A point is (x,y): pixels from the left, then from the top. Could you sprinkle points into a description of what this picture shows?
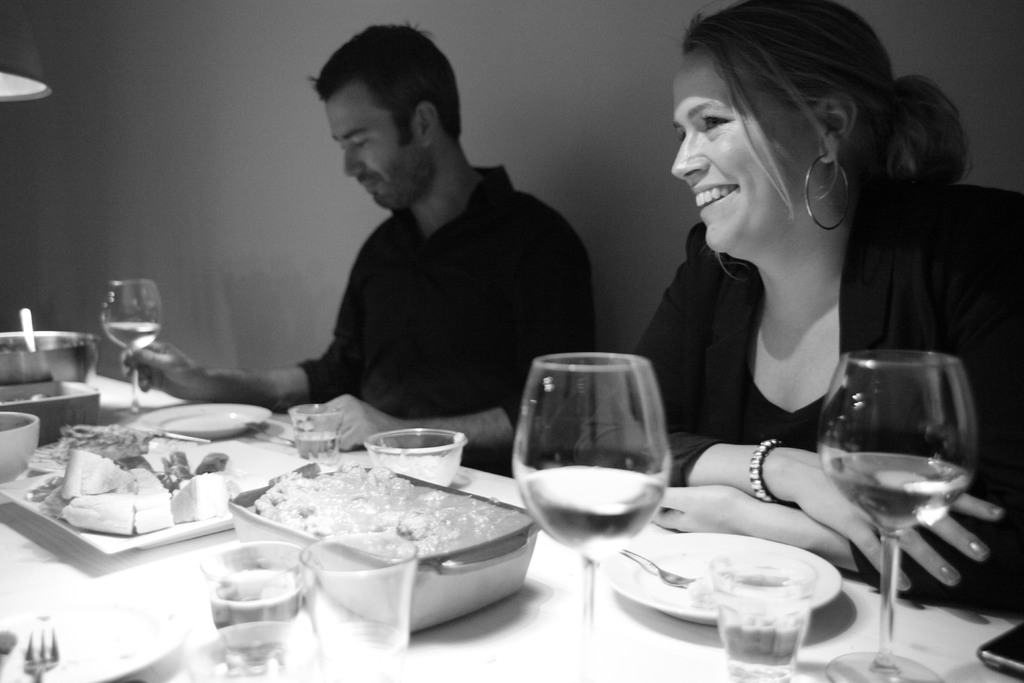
In this picture we can see two people (803,242) are seated in front of the table (598,633), and we can find glasses (565,436), bowls (432,467), plates (706,576) and some food (179,470) on the table (493,647).
